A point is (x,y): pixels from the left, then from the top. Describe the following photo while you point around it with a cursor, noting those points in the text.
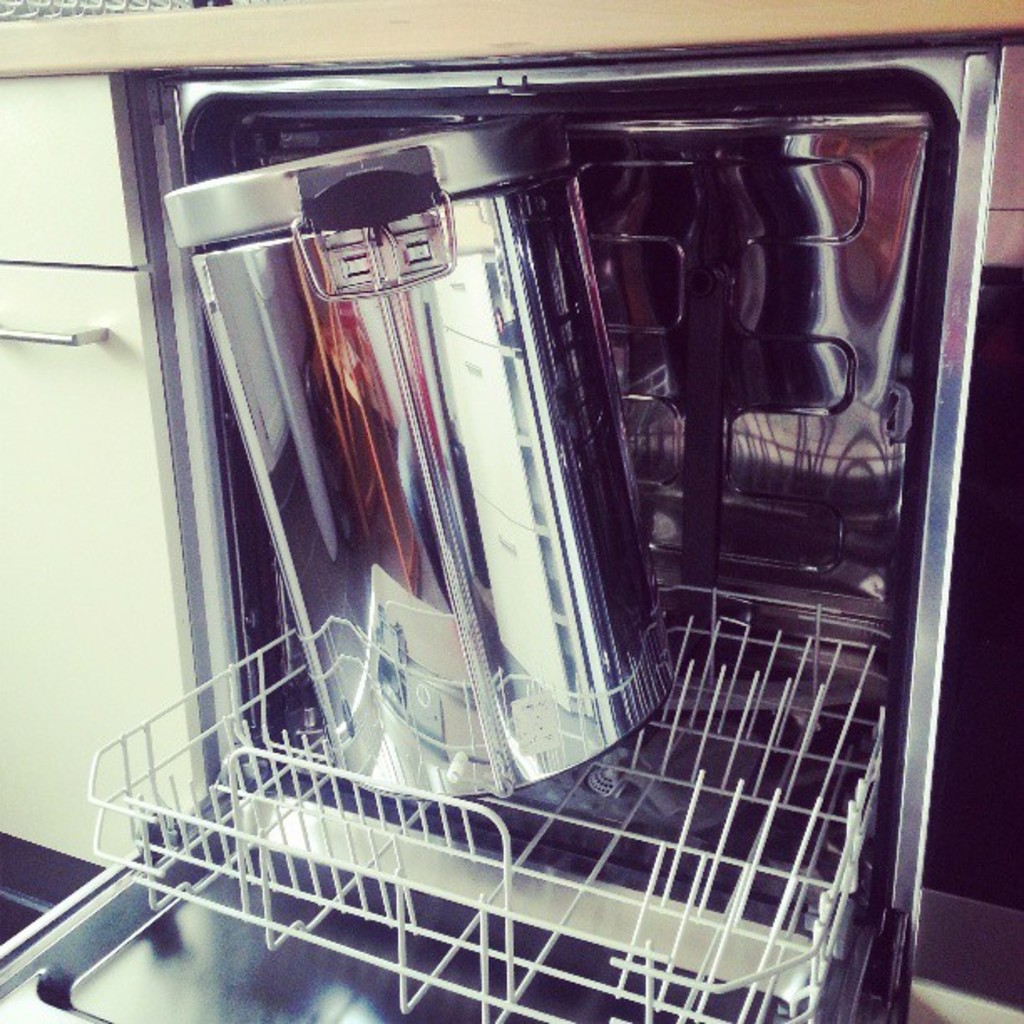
In the center of the image (496,466) we can see a container (515,520) placed in the dishwasher (683,631). On the left (130,531) there is a cupboard (71,429).
